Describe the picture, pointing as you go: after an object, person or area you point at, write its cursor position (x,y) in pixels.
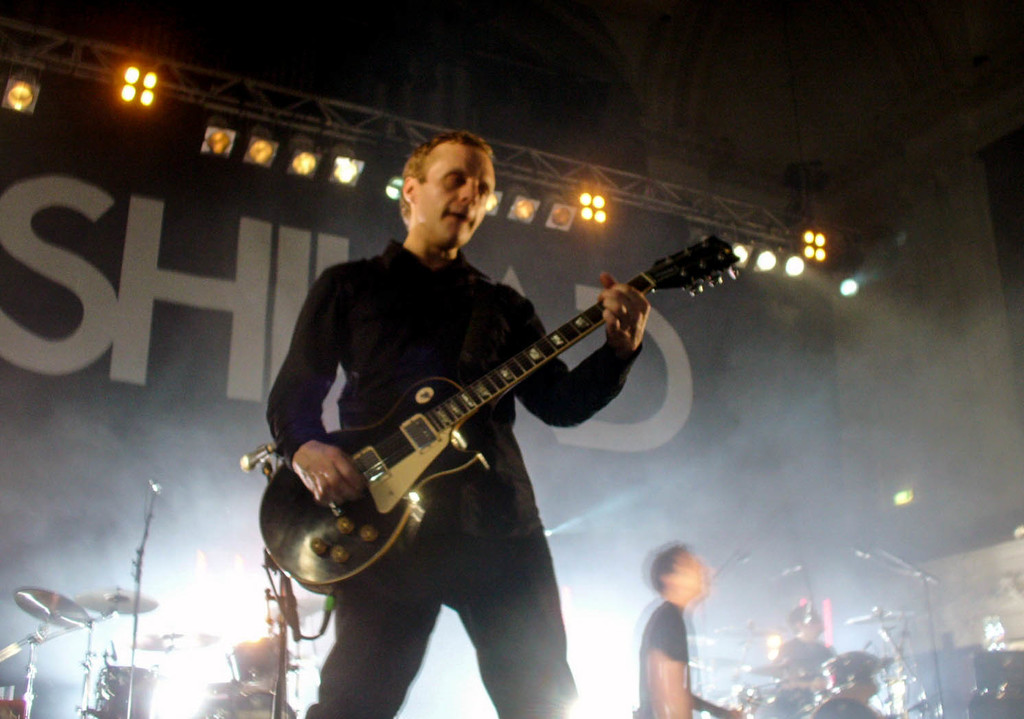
There is a man (411,377) standing on the floor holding a guitar (366,464) in his hand (339,490) and playing it. Behind the man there are another guy (677,626) and another man (787,654) who is playing drums (778,663) in the background (802,641). There are some lights (797,258) are on the bridge pole (237,114).
